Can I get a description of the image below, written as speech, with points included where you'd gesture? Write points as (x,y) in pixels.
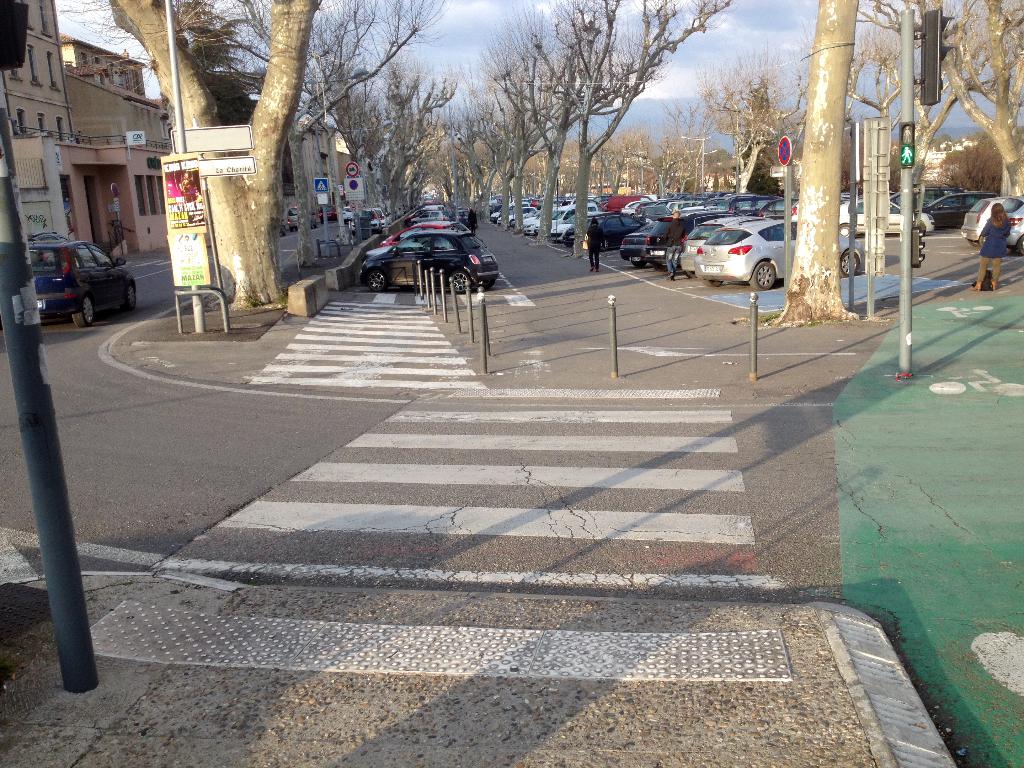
In this picture there is a car (108,258) on the road (150,266) and there are few buildings (55,189) beside it in the left corner (39,232) and there are few vehicles (772,254) parked in a parking place (698,221) and there are trees (686,178) and few persons (675,239) in the background (701,134).
